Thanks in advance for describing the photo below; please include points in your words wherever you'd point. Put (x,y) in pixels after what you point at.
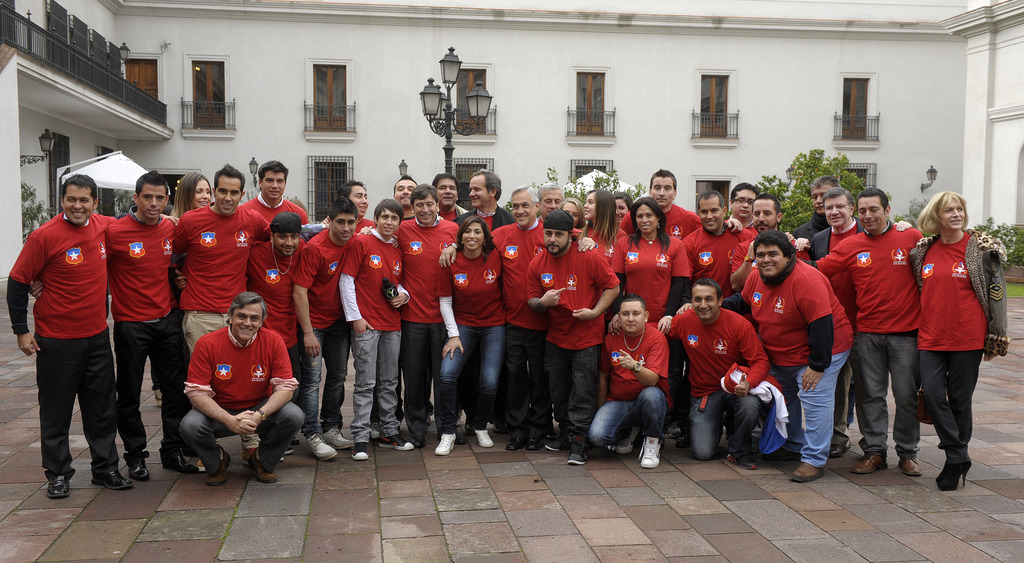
In this image we can see group of persons (878,303) standing on the ground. One person (392,319) is holding a microphone (387,283) in his hand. One woman (973,337) is wearing a jacket (984,280). In the background (971,167), we can see light pole (442,105), a building (419,173) with windows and metal railing (145,98) and some trees (811,196).
